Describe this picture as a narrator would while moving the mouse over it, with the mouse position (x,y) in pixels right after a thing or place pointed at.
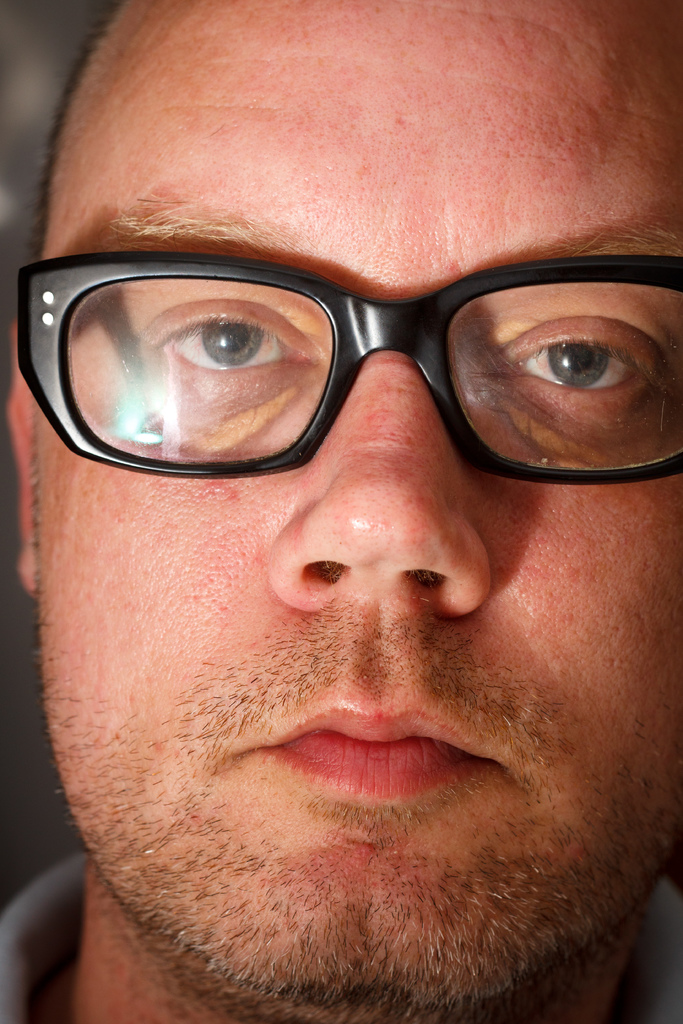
In the image we can see a person (132,56).
